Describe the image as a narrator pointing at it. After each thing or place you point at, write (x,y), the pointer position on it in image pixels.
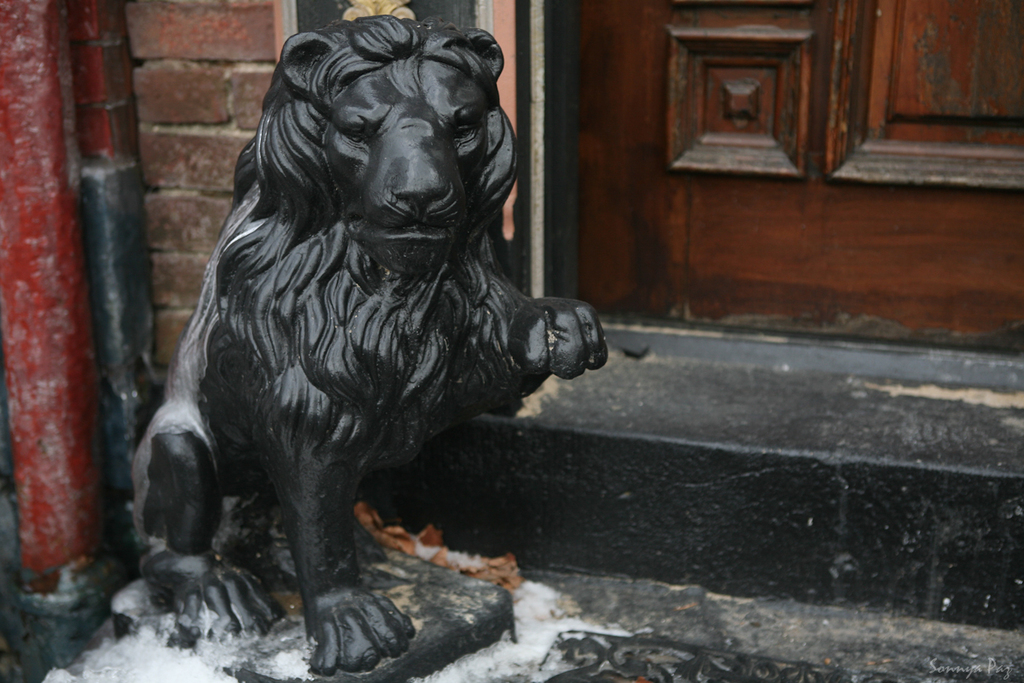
In this image we can see there is a depiction of a lion (287,369). In the background (635,175) there is a wooden door (614,168).
